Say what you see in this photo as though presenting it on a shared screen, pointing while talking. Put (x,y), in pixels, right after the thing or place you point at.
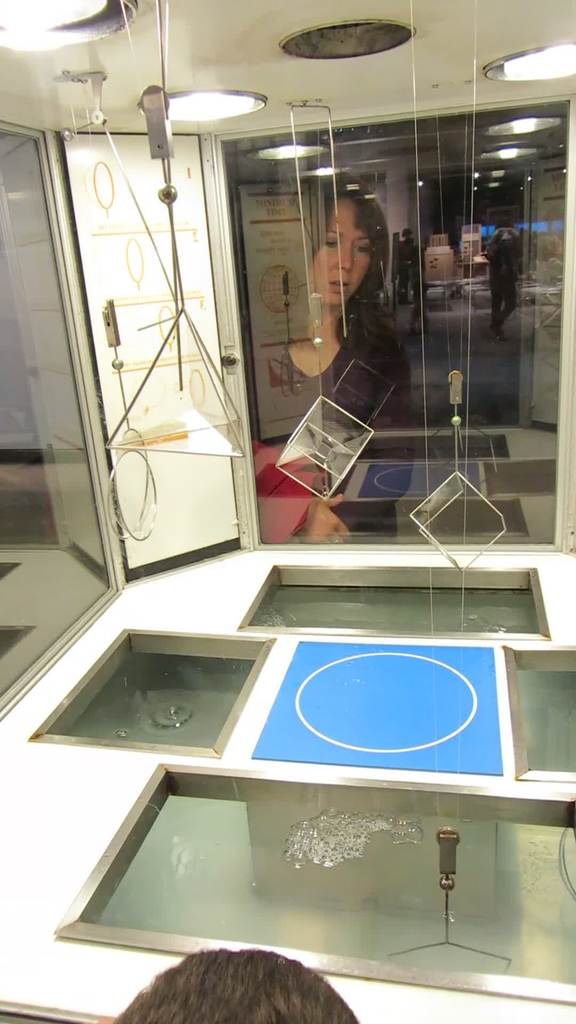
In the foreground of this picture (218,812), there is a head (223,993) of a person (237,995) on the bottom side of the image (212,993) and a glass surface (446,806). there are few cubes (422,506) and a prism (144,407) are hanging to the ceiling (350,63). There are lights (558,52) on the top (547,53). In the background (340,209), we can see a woman (353,289) through the glass (364,313).
